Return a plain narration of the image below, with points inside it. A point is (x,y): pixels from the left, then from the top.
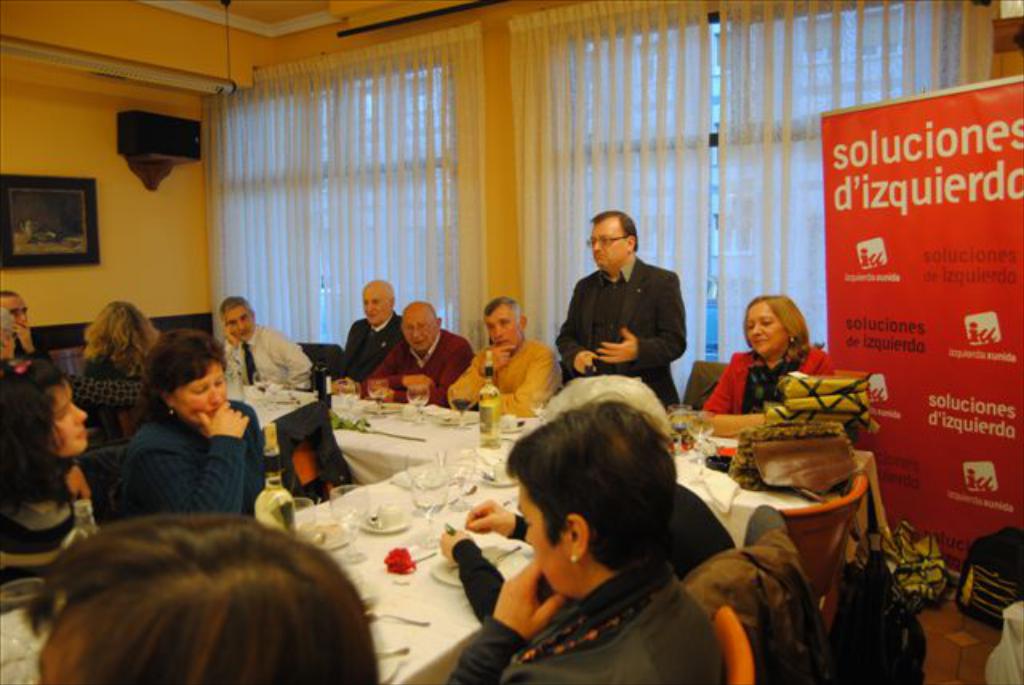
In this image I can see the group of people (554,428) sitting in-front of the table (423,606) and one person (612,314) is standing. On the table (376,541) there are plates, glasses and the bottle (486,392). To the right (927,255) there is a banner (923,274). And to the left (40,230) there is a frame (79,204) attached to the wall (105,129).
